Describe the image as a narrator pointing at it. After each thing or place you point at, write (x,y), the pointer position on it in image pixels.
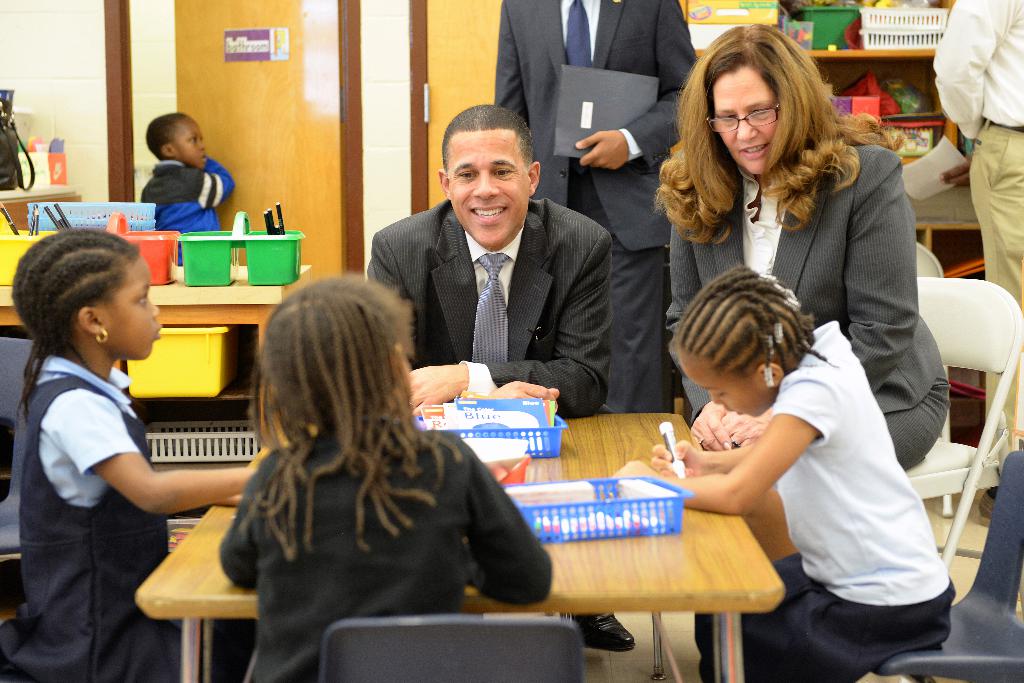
In this image we can see some people (497,111) sitting on the chairs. In that a child (707,494) is holding a pen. We can also see the tables (715,543) containing the baskets (599,533), pens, containers (272,276) and some objects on them. On the backside (1008,246) we can see some people (1002,208) standing. We can also see some objects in the shelves (273,292), a bag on a table (60,195), a wall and the doors (324,175).
